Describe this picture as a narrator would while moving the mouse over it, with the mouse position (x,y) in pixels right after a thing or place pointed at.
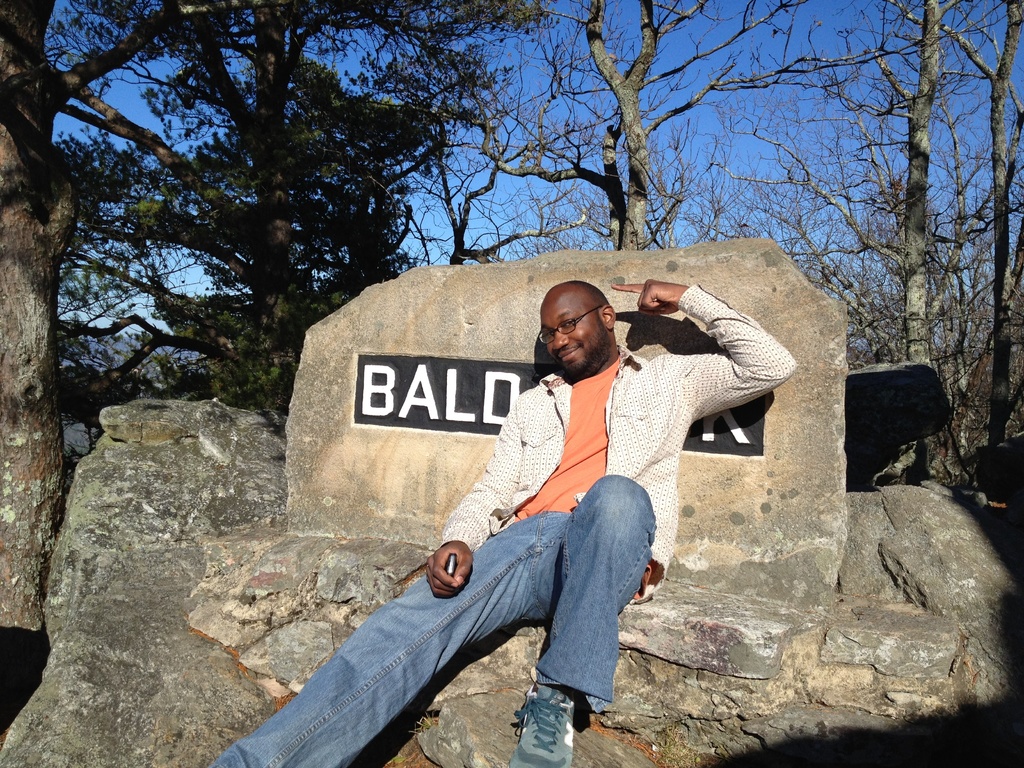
In this picture we can see a man (426,610) sitting on a chair shaped rock (478,387) and looking at someone. In the background (154,201) we have trees (163,225) and blue sky (525,120).
